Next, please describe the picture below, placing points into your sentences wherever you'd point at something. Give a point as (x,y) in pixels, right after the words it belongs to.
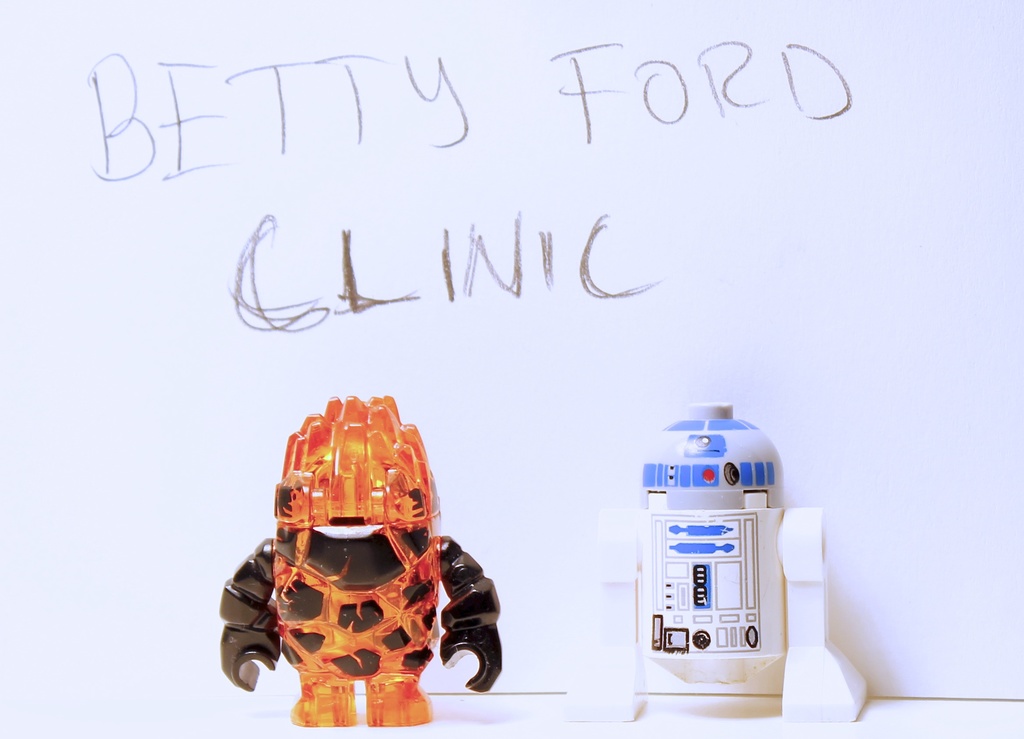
In this image we can see two toys (332,502) placed on the surface (714,713), In the background (912,167), we can see a wall (878,129) with some text (508,290) on it.
